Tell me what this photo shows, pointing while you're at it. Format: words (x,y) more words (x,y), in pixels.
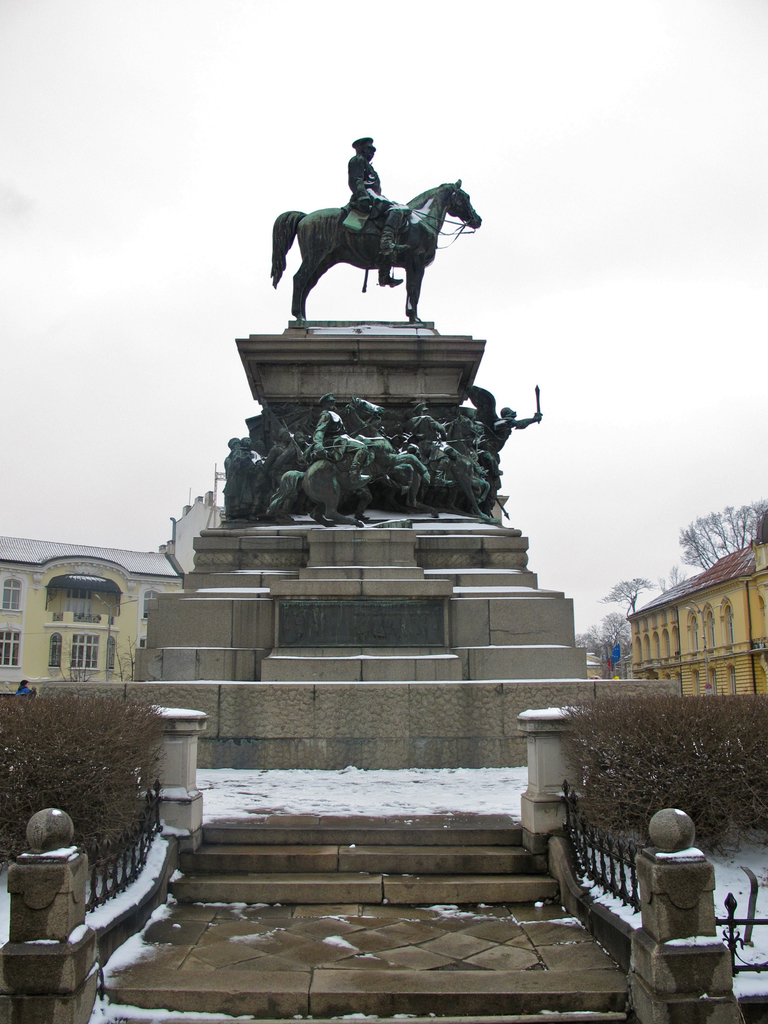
In this image we can see a statue (359,155) and we can see the snow (763,851) covered the statue (411,275) and there are some plants (140,723). We can see few buildings (751,632) in the background (751,619) and there are some trees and at the top (173,294) we can see the sky (625,167).
